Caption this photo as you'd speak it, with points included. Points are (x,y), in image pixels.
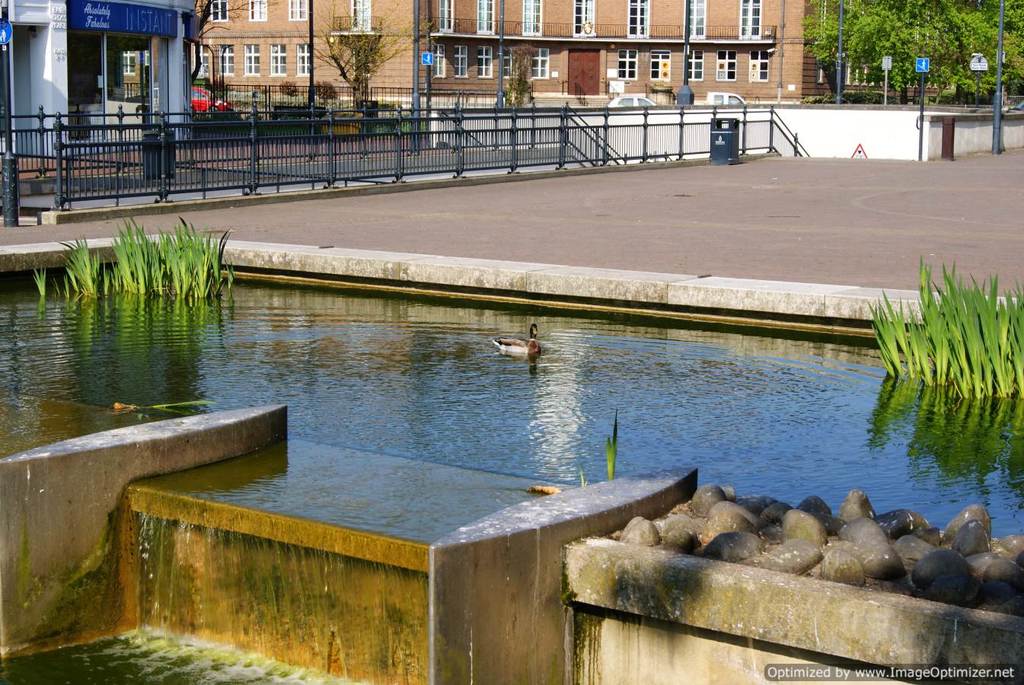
In the image in the center (643,418), we can see water (666,424), plants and one bird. In the background (503,87), we can see trees (819,34), buildings (765,56), windows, poles (995,124), fences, sign boards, vehicles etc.
